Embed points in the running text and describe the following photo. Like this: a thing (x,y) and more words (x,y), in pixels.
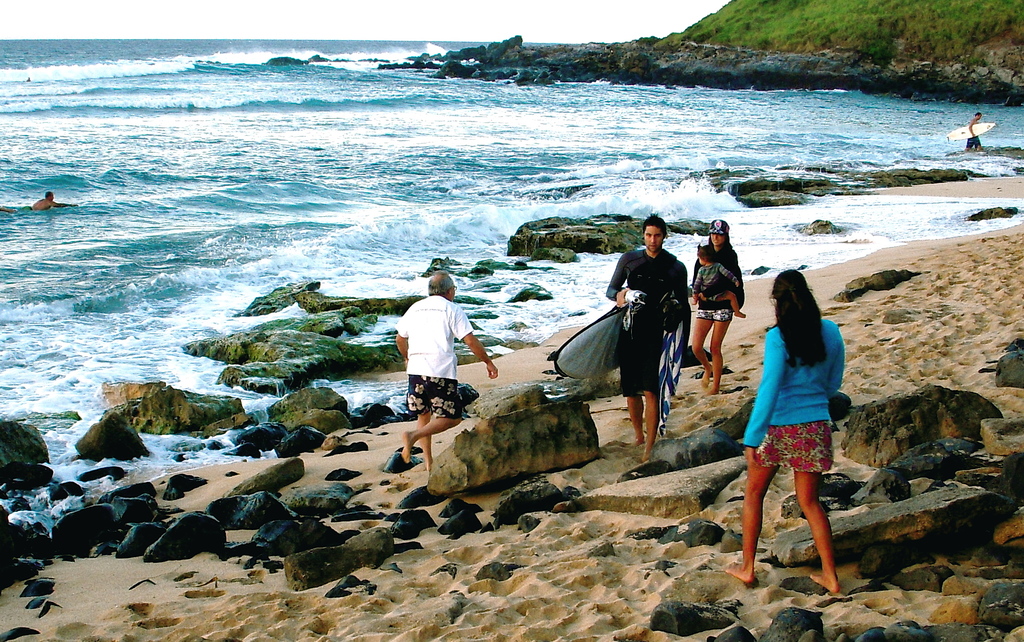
In the foreground of the image (587,364) there are people (720,310) on the sea shore (860,337). In the background of the image (169,157) there is water (253,150). To the right side of the image (856,32) there is grass (802,32). At the bottom of the image (292,629) there is sand (317,618). There are stones (206,544).
